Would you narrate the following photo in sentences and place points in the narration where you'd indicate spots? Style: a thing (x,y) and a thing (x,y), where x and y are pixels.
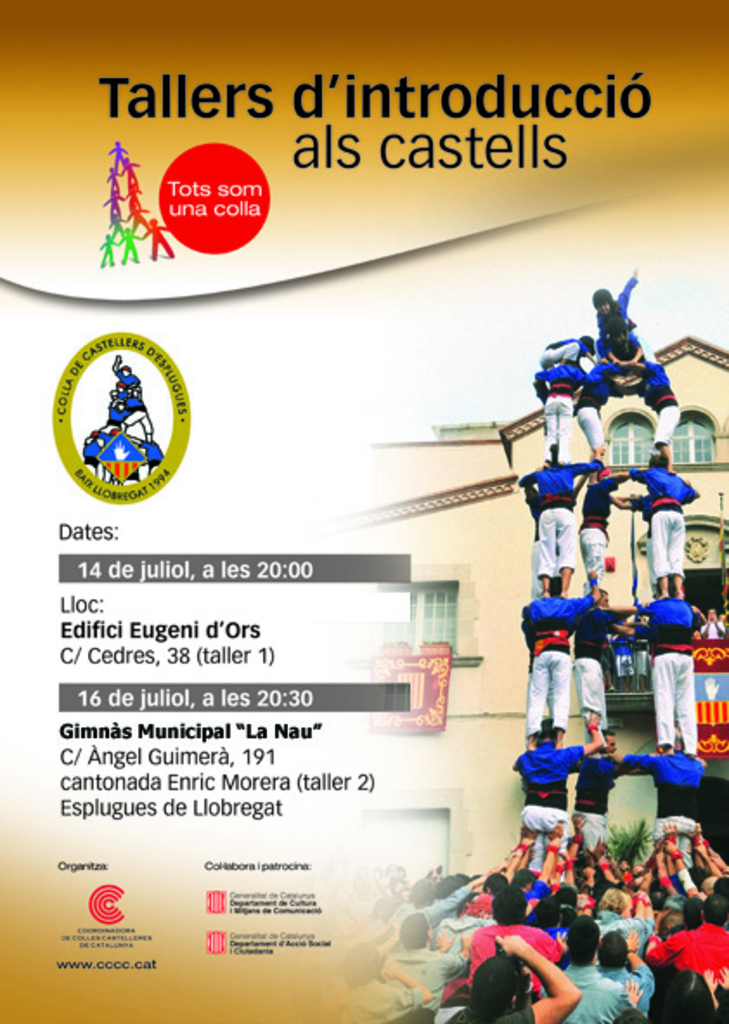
In the image there is a poster (463,400) and on that there are some names (203,761), text (256,775) and logos (117,206). On the right side (520,910) there are pictures (585,646) of people (592,646).
